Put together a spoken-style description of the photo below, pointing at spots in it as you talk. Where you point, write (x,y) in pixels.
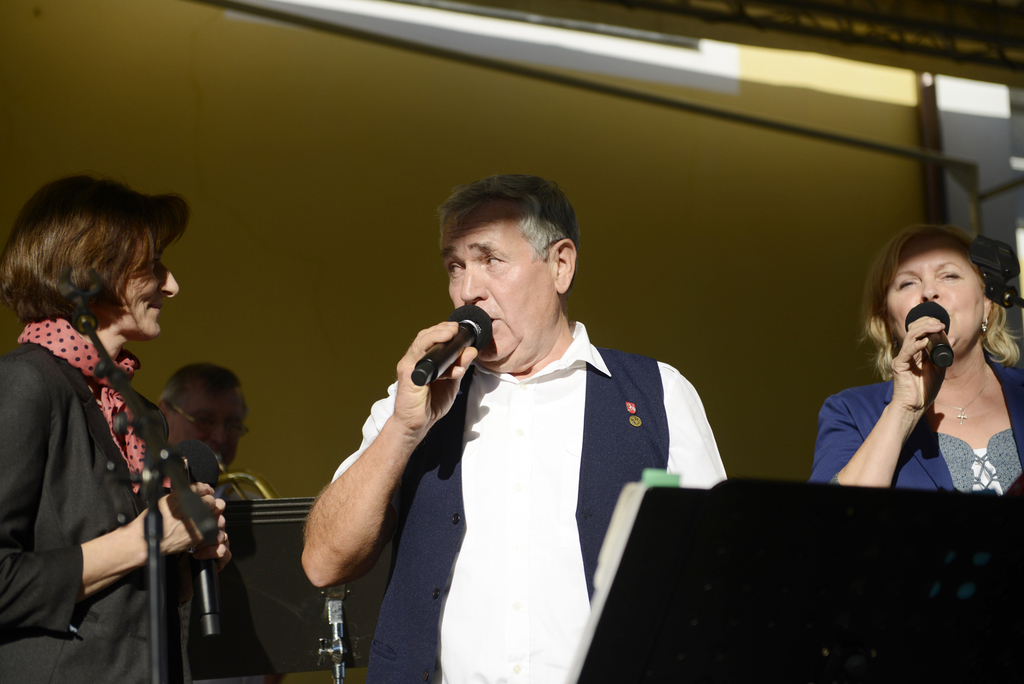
In the center of the image (517,371) we can see persons (22,487) holding mics (211,472) and standing on the dais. In the background (192,438) we can see person (180,430) holding musical instrument (237,474) and wall (482,158).
